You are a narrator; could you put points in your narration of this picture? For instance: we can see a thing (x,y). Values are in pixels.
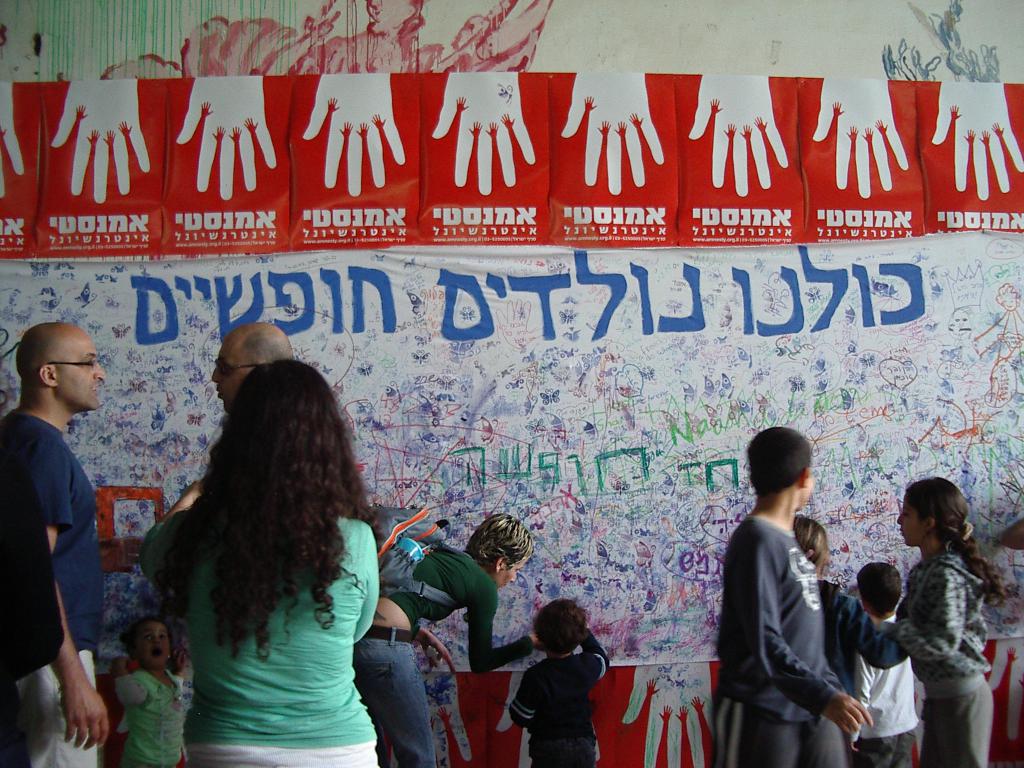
In this image we can see a few people (370,650) and also we can see the banners (612,543), on the banners (672,536) we can see some text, images (997,119) and drawing (595,543), in the background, we can see the wall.
